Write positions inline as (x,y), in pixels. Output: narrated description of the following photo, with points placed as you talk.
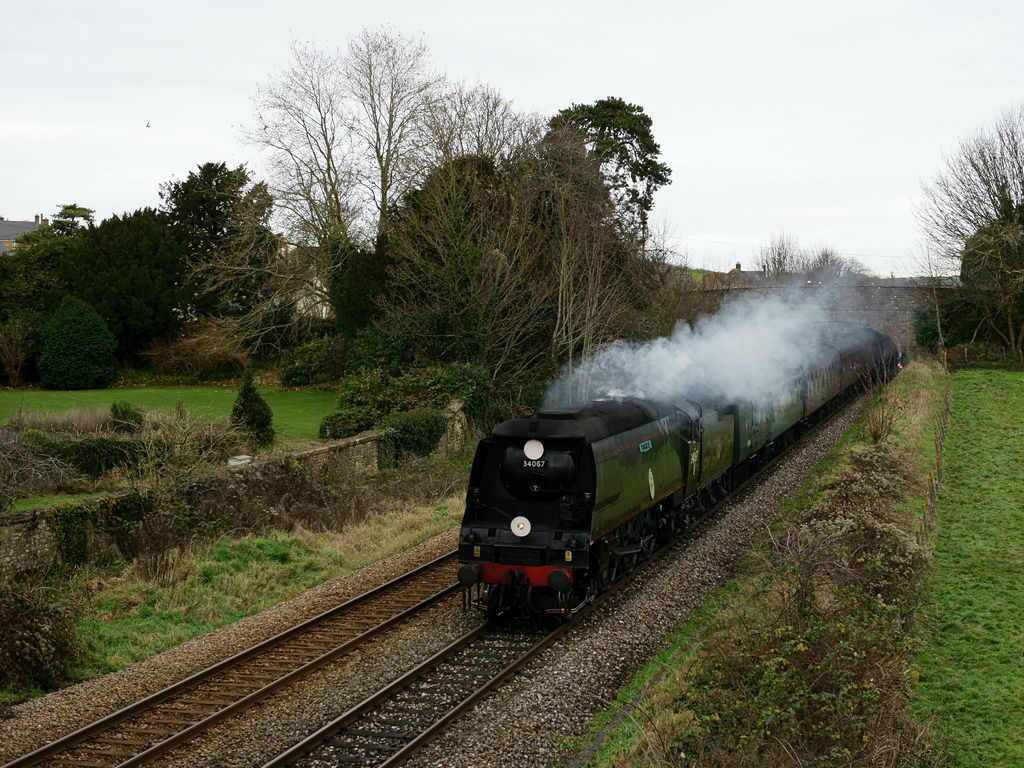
In this image I can see the ground (945,582), some grass (971,577) on the ground (991,499), few plants (885,608), two railway tracks (394,689) on the ground (421,601) and a train (628,485) which is green and black in color on the track (678,534). I can see smoke (619,397) coming from the train (802,369) and few trees (987,217). In the background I can see the sky (891,272).
